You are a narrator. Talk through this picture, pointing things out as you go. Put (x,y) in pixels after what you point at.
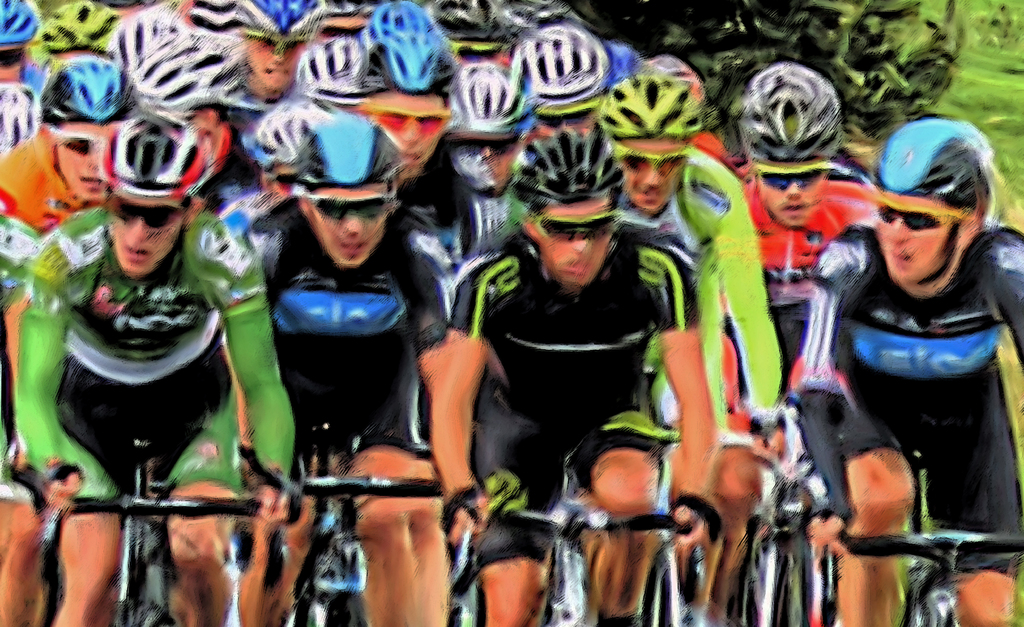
In this image, in the middle (611,355) there is a man (555,363), he wears a t shirt (554,303), trouser (548,484), helmet (561,192), he is riding a bicycle (577,515). On the right (920,382) there is a man (910,333), he wears a t shirt (921,402), trouser (954,488), helmet (936,152), he is riding a bicycle (912,580). On the left (138,338) there is a man (190,338), he wears a t shirt (189,352), trouser (136,482), helmet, he is riding a bicycle (133,529). In the background (457,203) there are people (362,160) riding bicycles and there is greenery (795,46).
